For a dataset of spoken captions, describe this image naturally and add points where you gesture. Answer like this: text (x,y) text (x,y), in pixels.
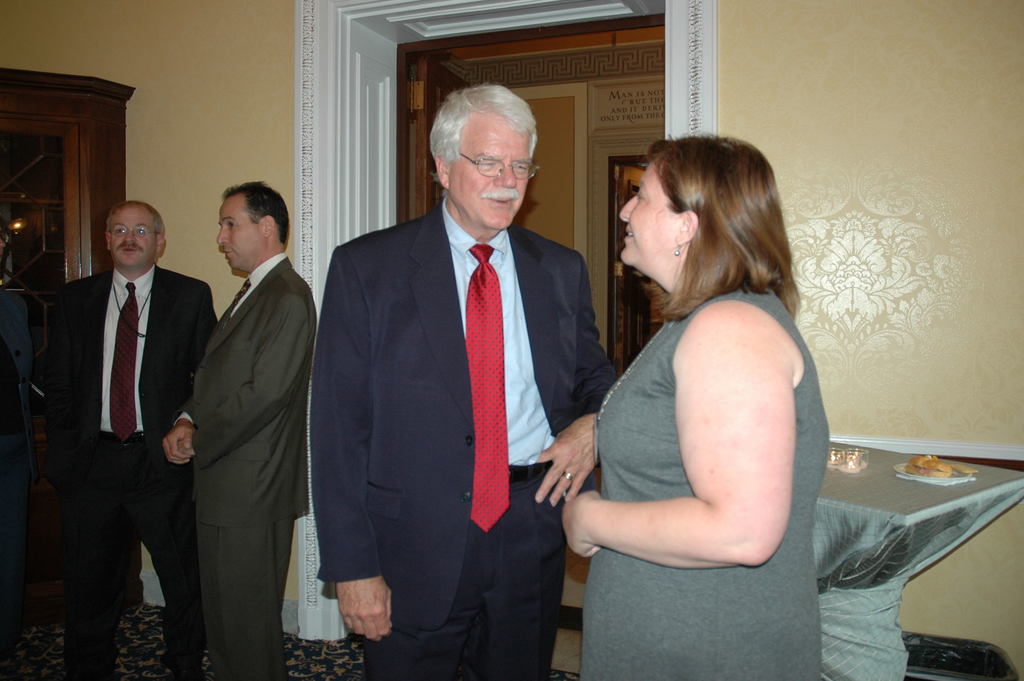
In this picture we can see some people (465,523) are standing and talking, side we can see the table (914,488) on which we can see some things (908,478) are placed, behind we can see a door (557,163) to the wall (840,114).
